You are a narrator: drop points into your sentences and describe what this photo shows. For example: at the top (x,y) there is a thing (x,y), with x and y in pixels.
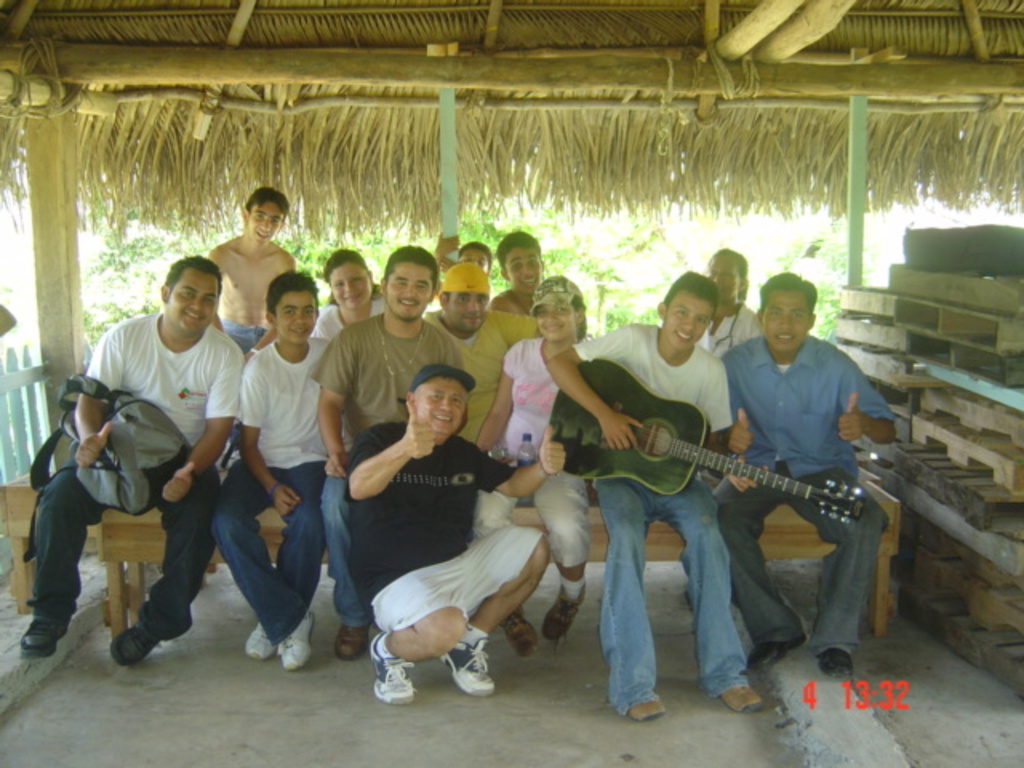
In this picture we can see a group of people (541,334) some are sitting on bench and one is holding guitar (725,463) in his hands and they all are smiling and in background (912,278) we can see pillar (62,341), wooden material (920,267), trees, fence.
